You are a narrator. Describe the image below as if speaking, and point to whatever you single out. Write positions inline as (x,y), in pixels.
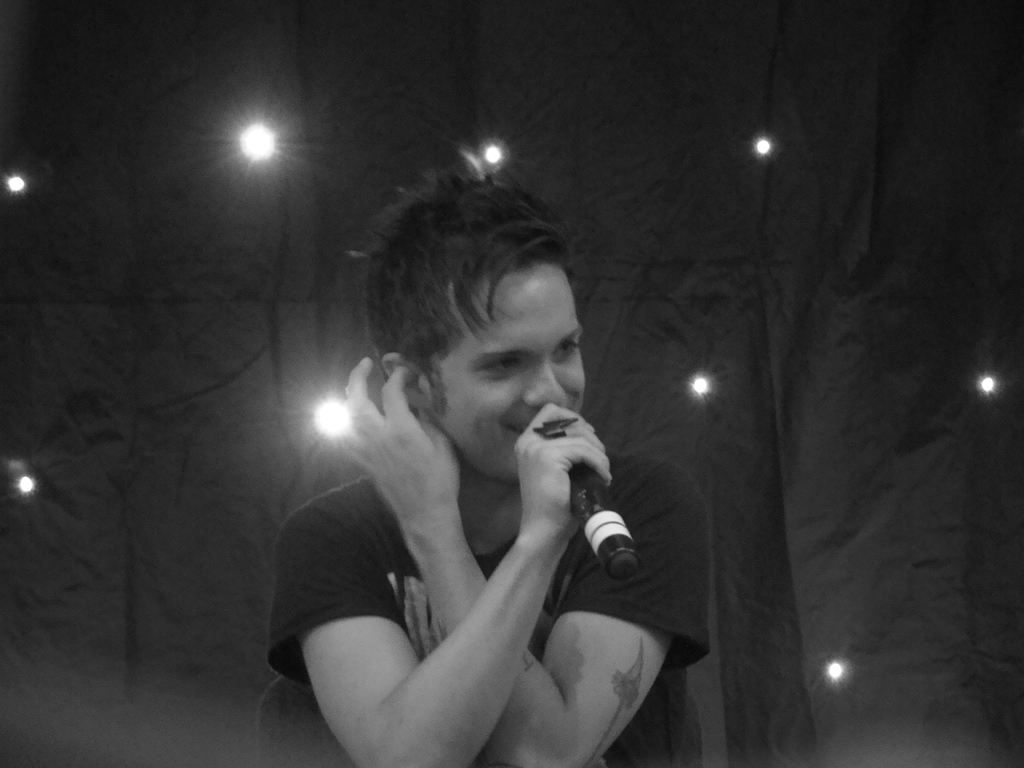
There is a boy (443,542) in this picture holding a mic (612,559) in his hands (553,446). In the background (188,568) there is a cloth (213,149) and some lights (272,138).
